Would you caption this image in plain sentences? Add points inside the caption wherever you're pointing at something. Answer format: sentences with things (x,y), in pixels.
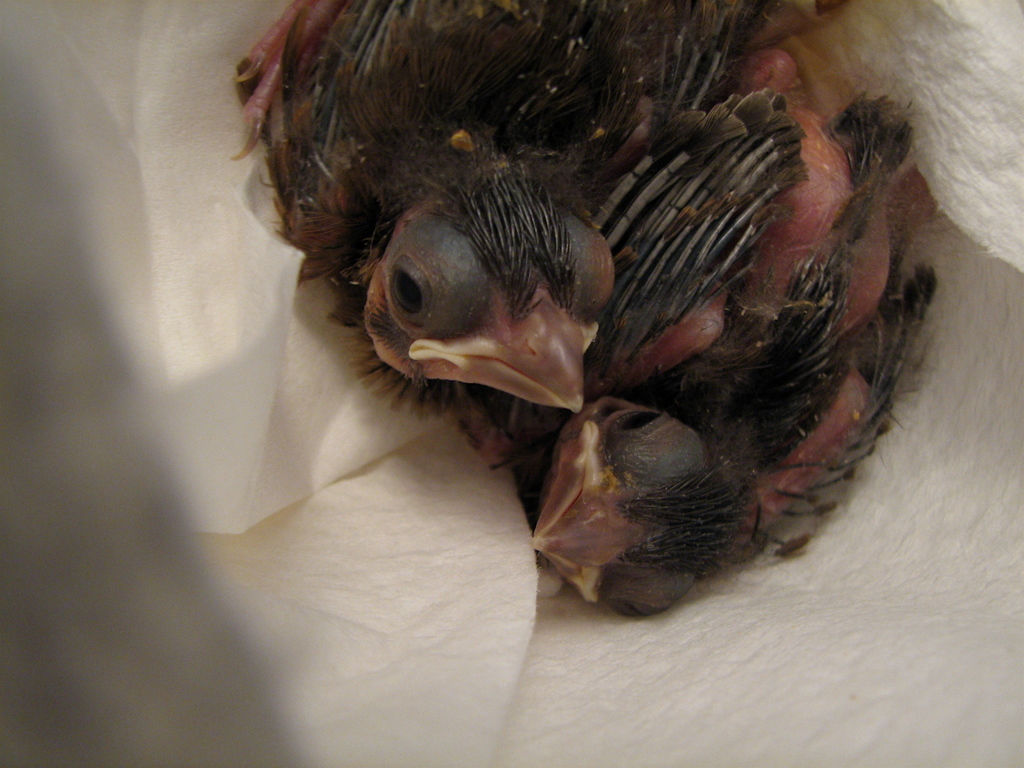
In this image I can see two birds (377,215) which are in brown color and the birds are on the white color surface (646,636).
